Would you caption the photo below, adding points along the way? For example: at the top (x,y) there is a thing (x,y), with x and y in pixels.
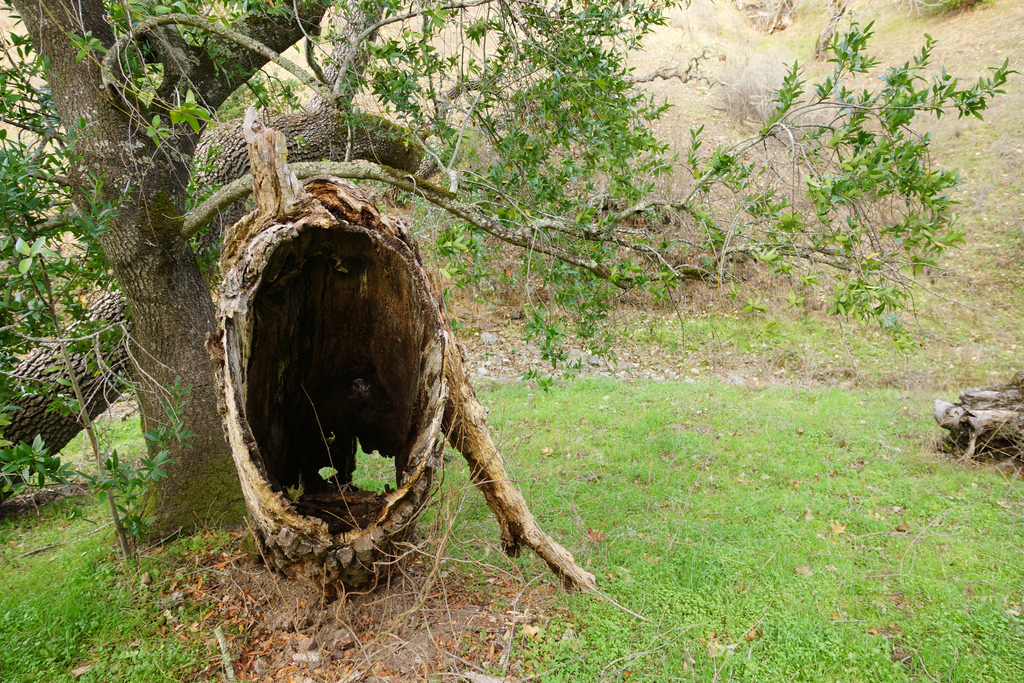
In this picture I can see trees (645,251) and I can see grass (602,517) on the ground (93,651) and looks like a tree bark (961,417) on the right side of the picture (937,404).
